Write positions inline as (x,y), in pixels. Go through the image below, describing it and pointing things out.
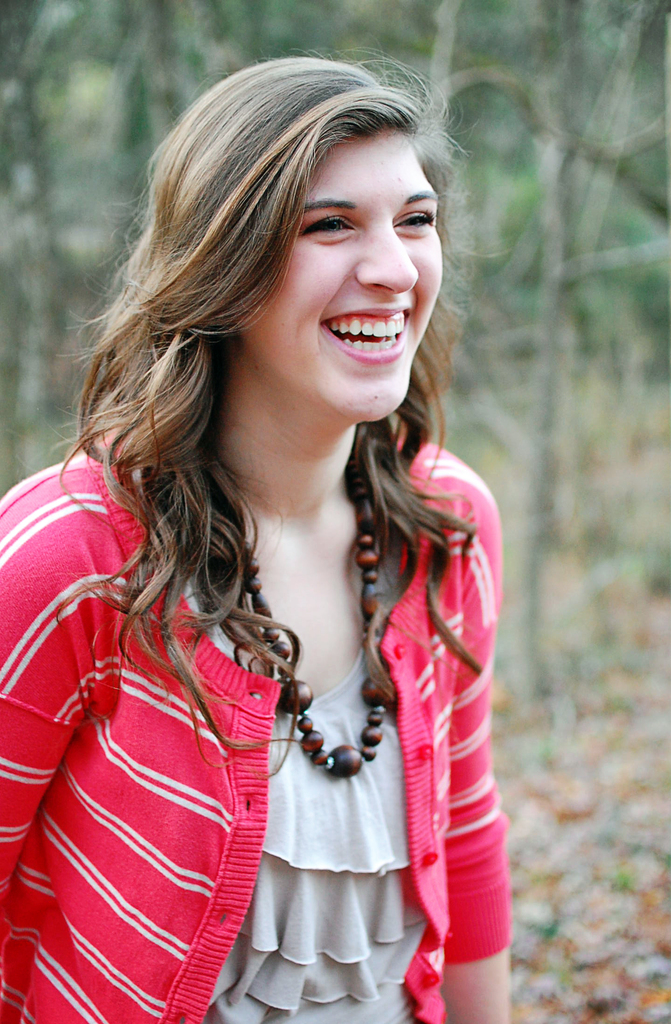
In the middle of the image (258,482) a woman (286,306) is standing and smiling. Behind her there are some trees (15,222).
